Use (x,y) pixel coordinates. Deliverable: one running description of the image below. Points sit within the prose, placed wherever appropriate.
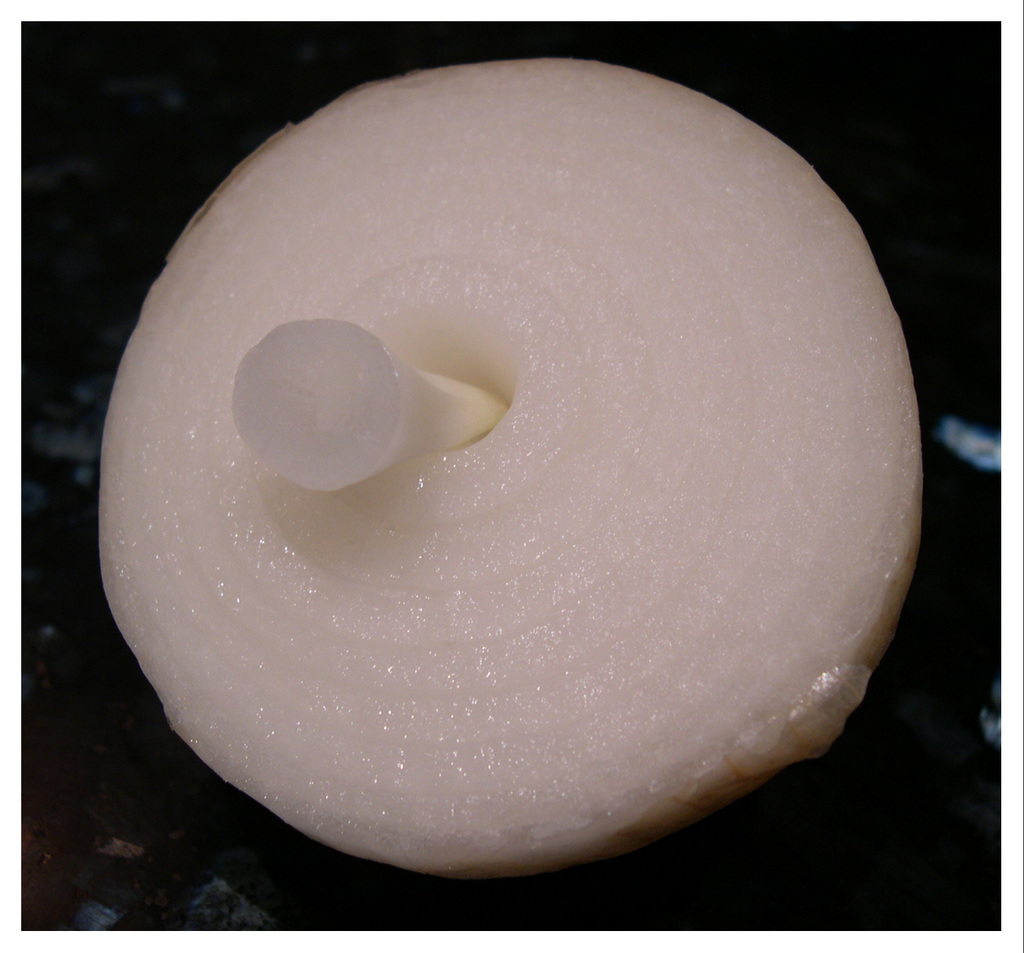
Here in this picture we can see an onion (420,468) present over a place (123,777).
